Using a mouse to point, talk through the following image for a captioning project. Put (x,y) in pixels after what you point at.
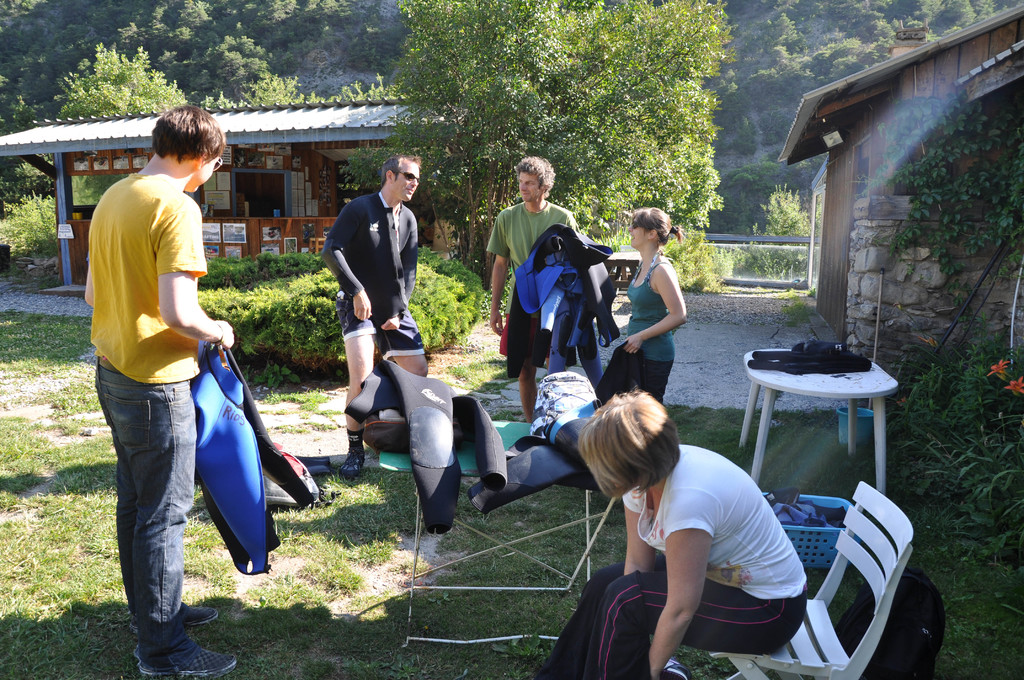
In this image we can see people (677,530). In the background of the image (11,111) there are houses (65,255), trees (446,91). At the bottom of the image (327,623) there is grass (105,634). There are swimsuits (622,356). There is a table (779,384).
